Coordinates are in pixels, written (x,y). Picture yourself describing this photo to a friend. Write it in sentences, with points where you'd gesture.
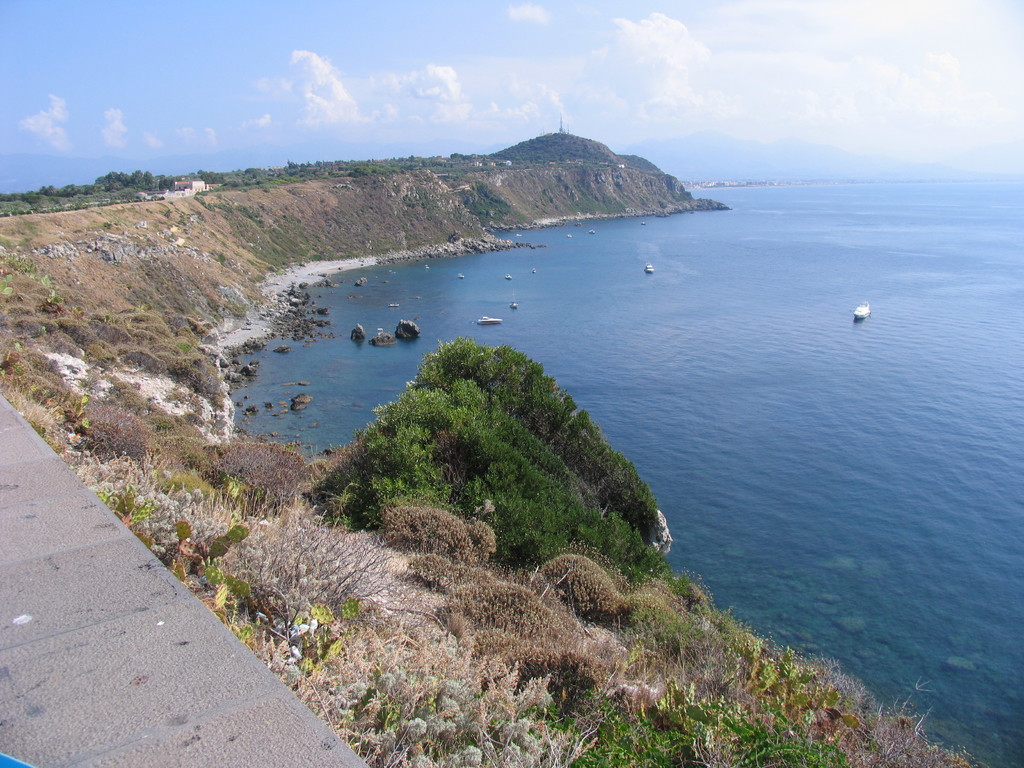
In this image there is the sky (601,94) truncated towards the top of the image (330,68), there are clouds (805,72) in the sky (560,94), there is a sea (747,373) truncated towards the right of the image (851,332), there are boats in the sea (888,380), there are trees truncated towards the left of the image (150,183), there are plants (317,594) truncated towards the bottom of the image (739,758), there is an object (39,735) truncated towards the bottom of the image (41,758).
